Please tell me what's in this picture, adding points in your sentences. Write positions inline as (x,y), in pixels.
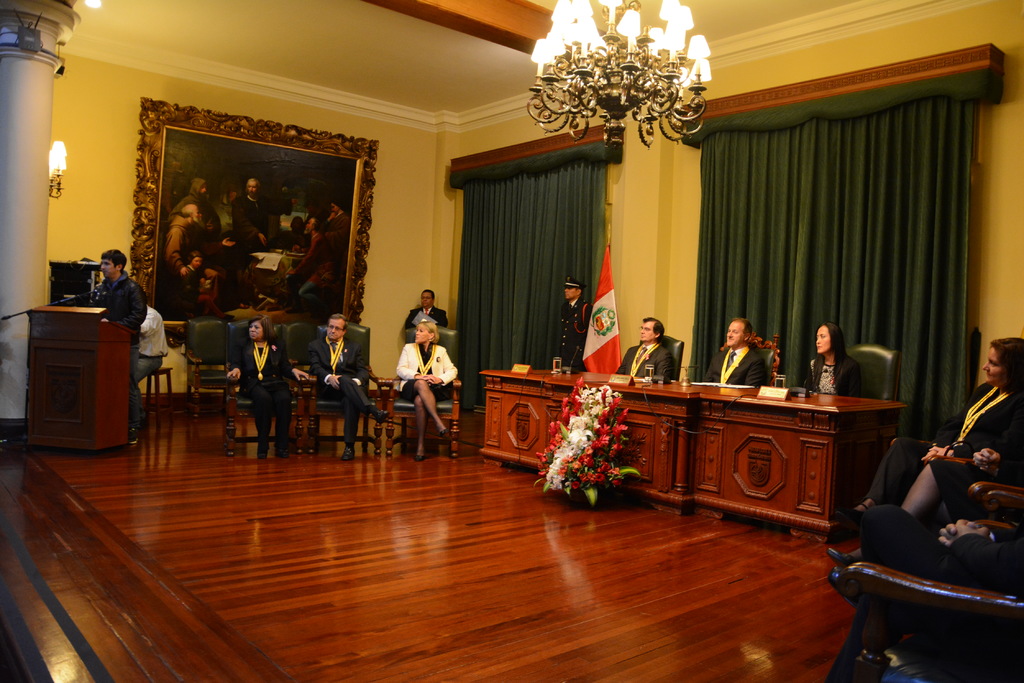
In this picture there are three people (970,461) sitting on the chair (313,335). There are four people (645,349) who are sitting on the chair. There are two men (574,317) standing. There is a red and white flag (601,352). There is a person (115,285) who is standing near the podium (71,394). There is a chandelier (635,94). There is a flower bouquet (580,473) on the floor (511,533). There is a green curtain (525,253). There is a big frame (324,160) on the wall (285,112).
